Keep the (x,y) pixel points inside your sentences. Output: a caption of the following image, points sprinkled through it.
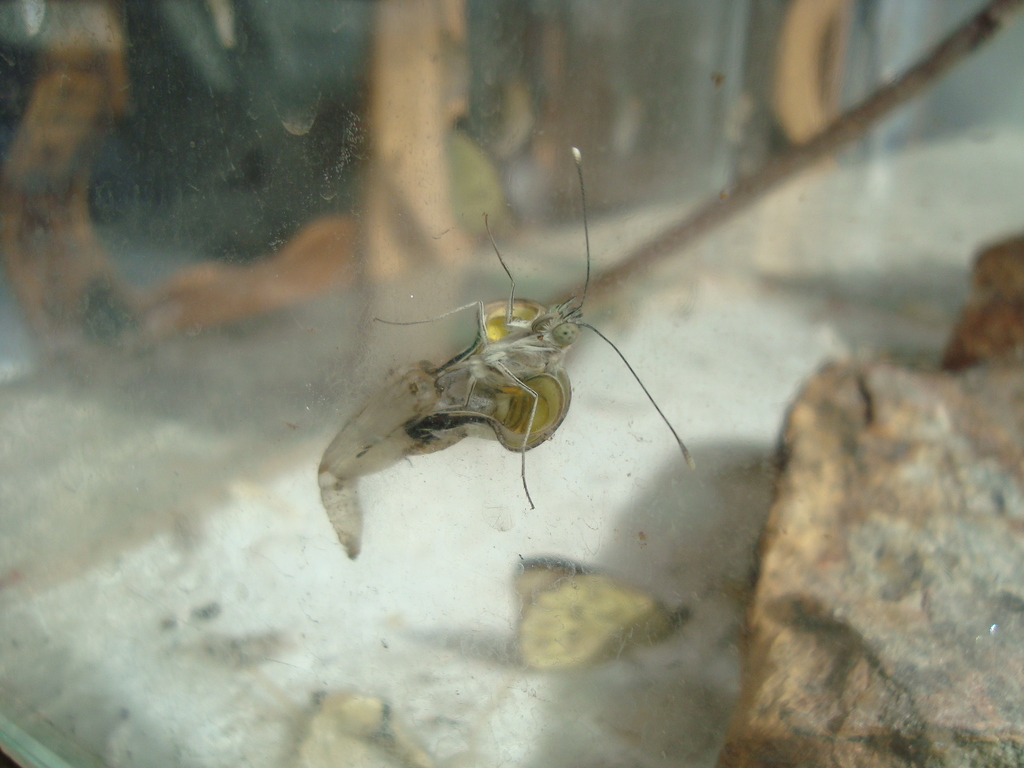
In this image there is a insect (493,403) in the middle (474,414). At the bottom (746,625) there is a stone (842,650). There is a leaf (540,639) on the floor (467,675). In the background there is a wooden branch (791,157).
